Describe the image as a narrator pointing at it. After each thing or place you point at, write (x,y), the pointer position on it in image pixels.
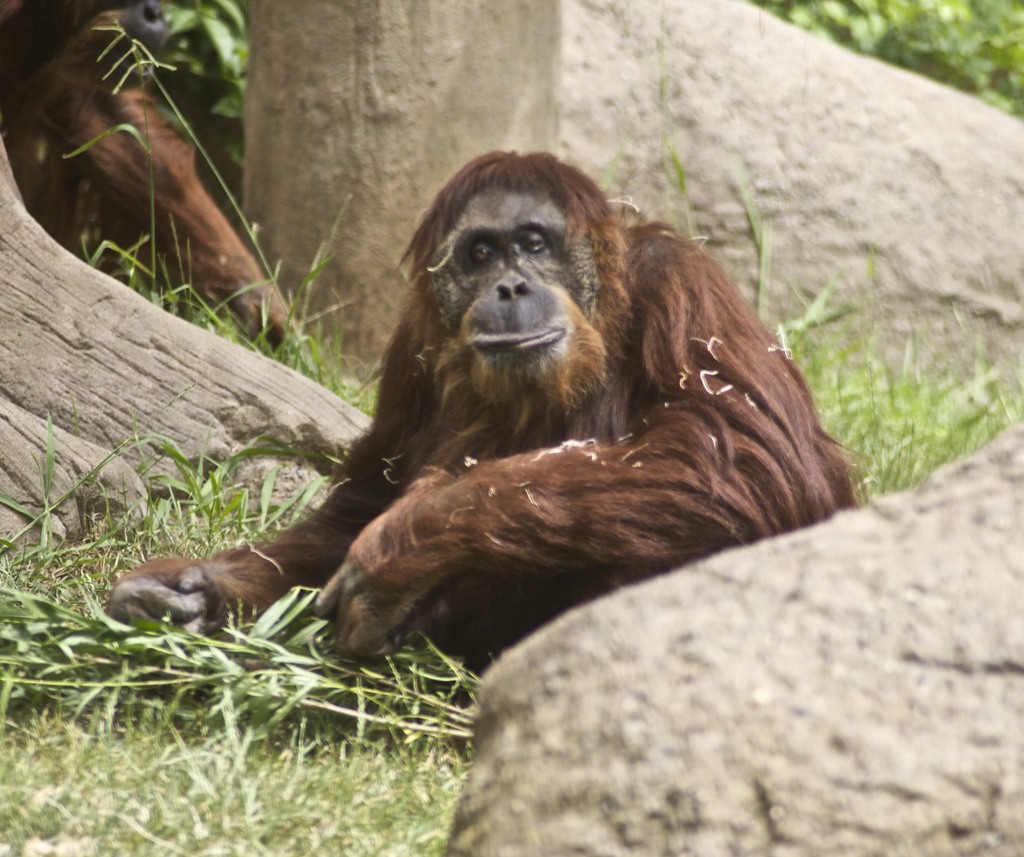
In this image we can see the animals (437,385), grass (226,762), rocks (699,148).
